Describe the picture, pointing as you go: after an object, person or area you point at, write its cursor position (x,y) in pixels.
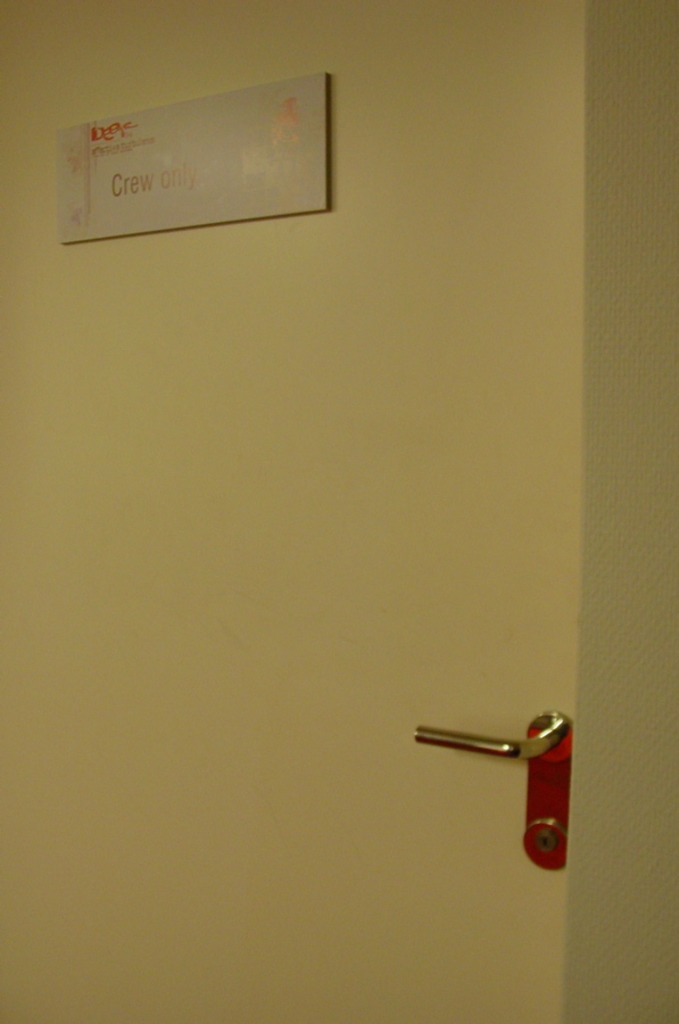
In the picture we can see a door (395,660) which is cream in color with a handle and something to the door (137,481) a card (194,194) is pasted on it is written as crew only.
